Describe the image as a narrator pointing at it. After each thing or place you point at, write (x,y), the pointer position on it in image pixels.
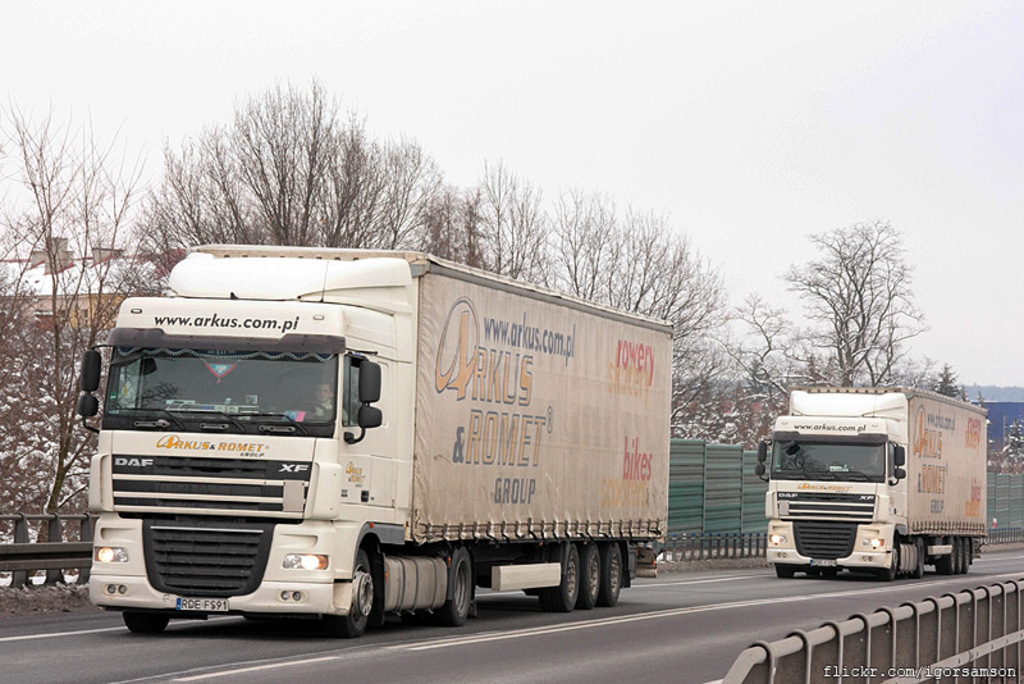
There are two trucks (638,542) on the road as we can see in the middle of this image (454,445), and there is a fence (676,506) and some trees (772,425) in the background (772,425). There is a sky (681,179) at the top of this image (749,126).
